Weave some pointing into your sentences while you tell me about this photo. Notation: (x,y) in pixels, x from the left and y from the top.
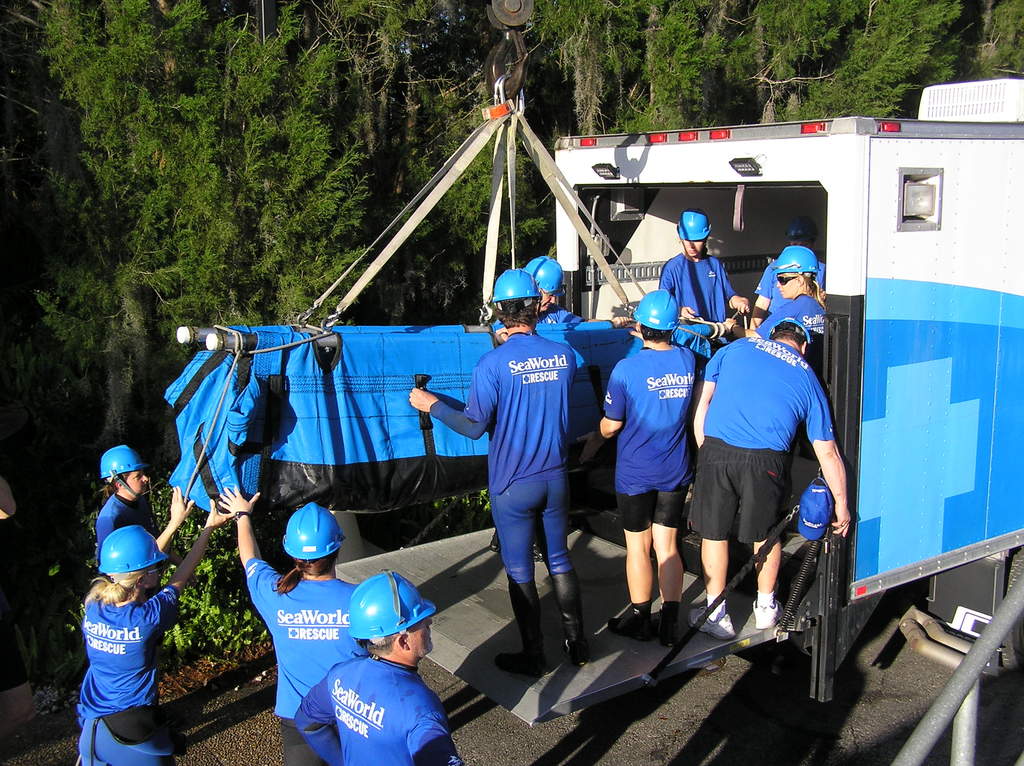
In this image I can see group of people (639,469) wearing blue and black dress (720,461) and blue helmets (526,297). And also in the center of the image (485,291) there is a hanger (454,176), and in the background (314,144) there are trees (205,210).
